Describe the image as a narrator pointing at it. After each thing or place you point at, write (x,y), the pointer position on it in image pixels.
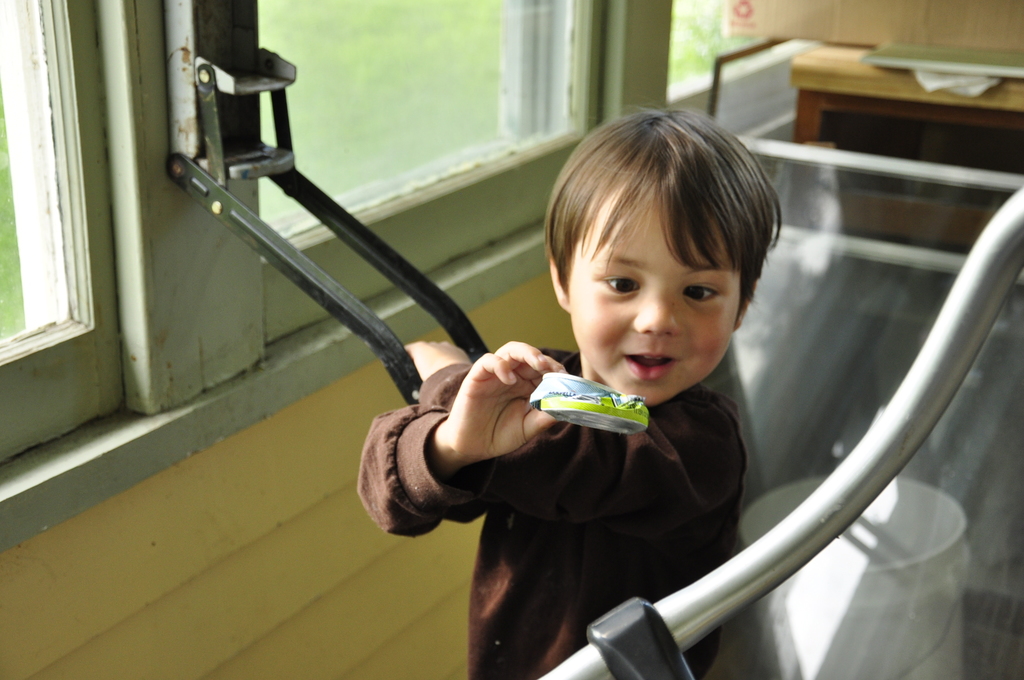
In this image there is a boy (496,439) holding a black color object (370,328) and a small tin (576,395), there are windows (512,204), few objects (935,80) on the table (935,95), a bucket (822,599) and a wall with pole (677,630).
